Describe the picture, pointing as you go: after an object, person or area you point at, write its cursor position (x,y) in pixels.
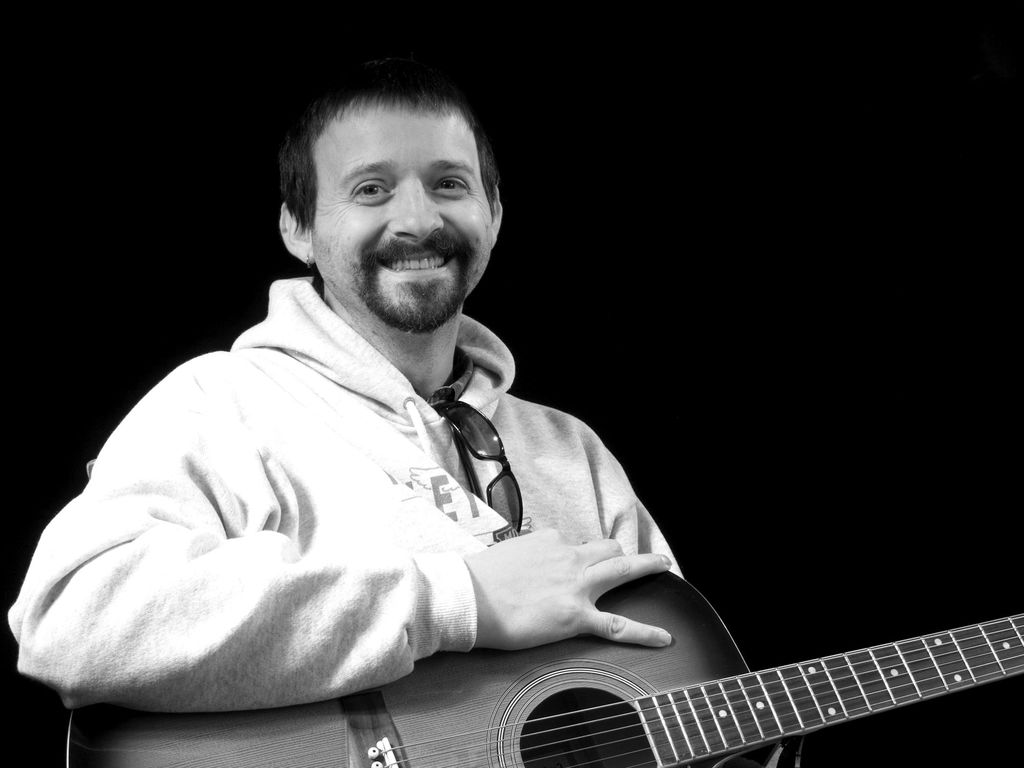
A man (474,557) is holding guitar (774,684).
